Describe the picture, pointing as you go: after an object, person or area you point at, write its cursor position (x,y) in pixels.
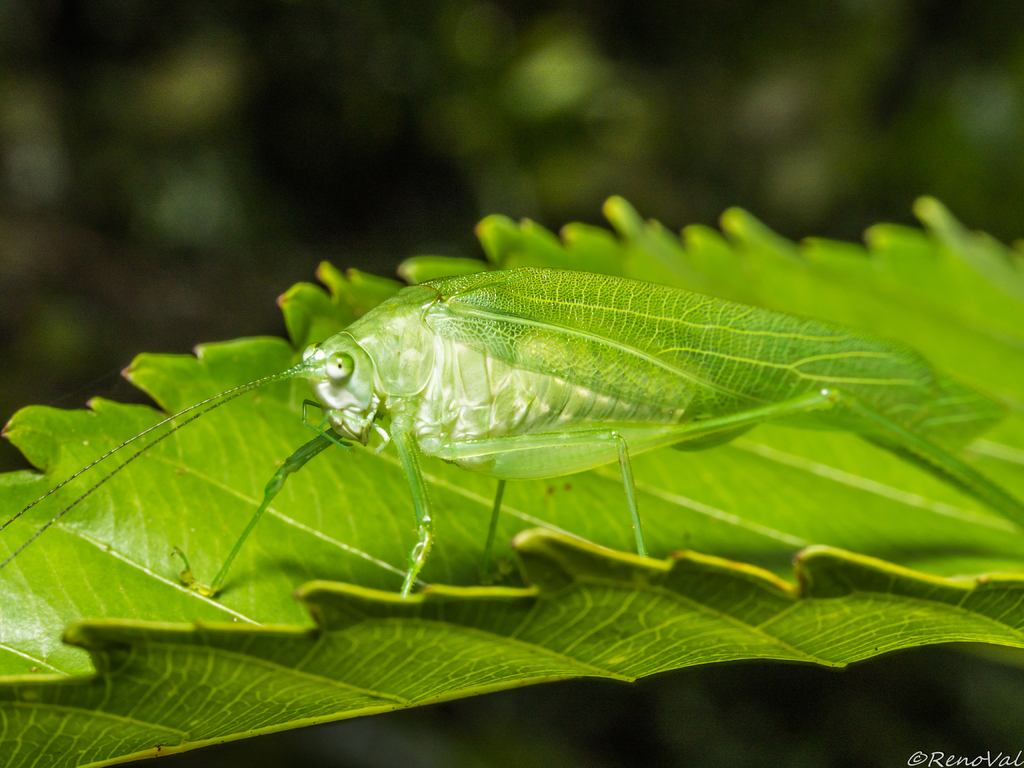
In the picture I can see a green color insect (544,467) on green color leaf (307,550). The background of the image (169,87) is blurred and dark. Here we can see a watermark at the bottom right side of the image (983,752).
